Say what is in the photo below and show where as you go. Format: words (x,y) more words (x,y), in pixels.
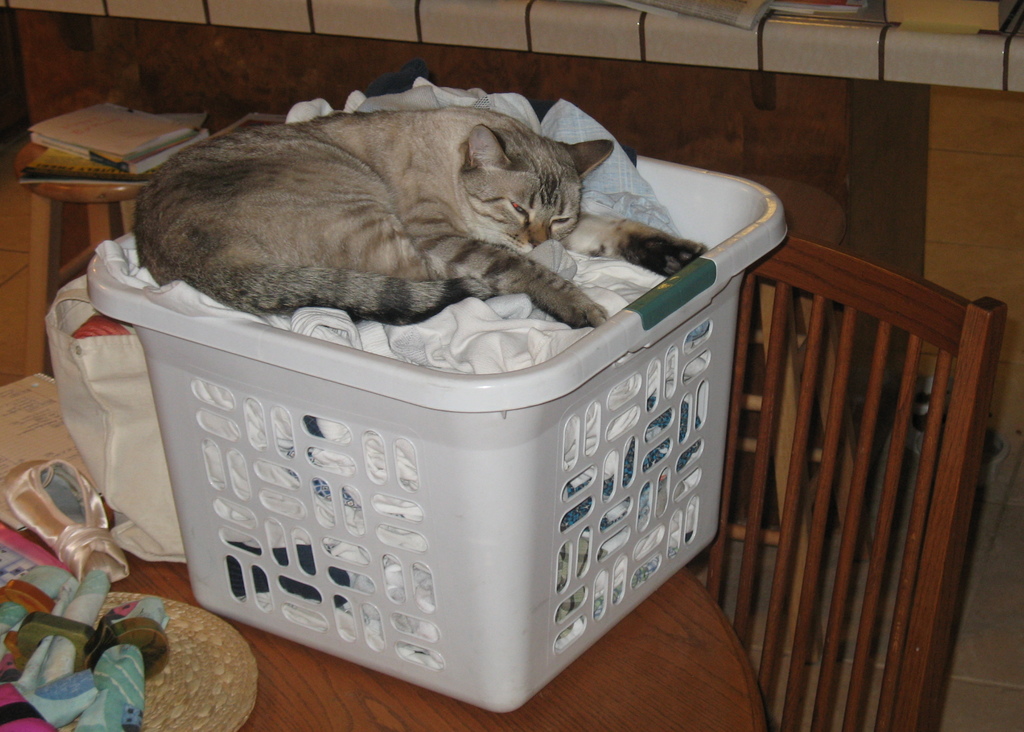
In this image i can see a cat (414,258) is sitting in a basket (393,371).
